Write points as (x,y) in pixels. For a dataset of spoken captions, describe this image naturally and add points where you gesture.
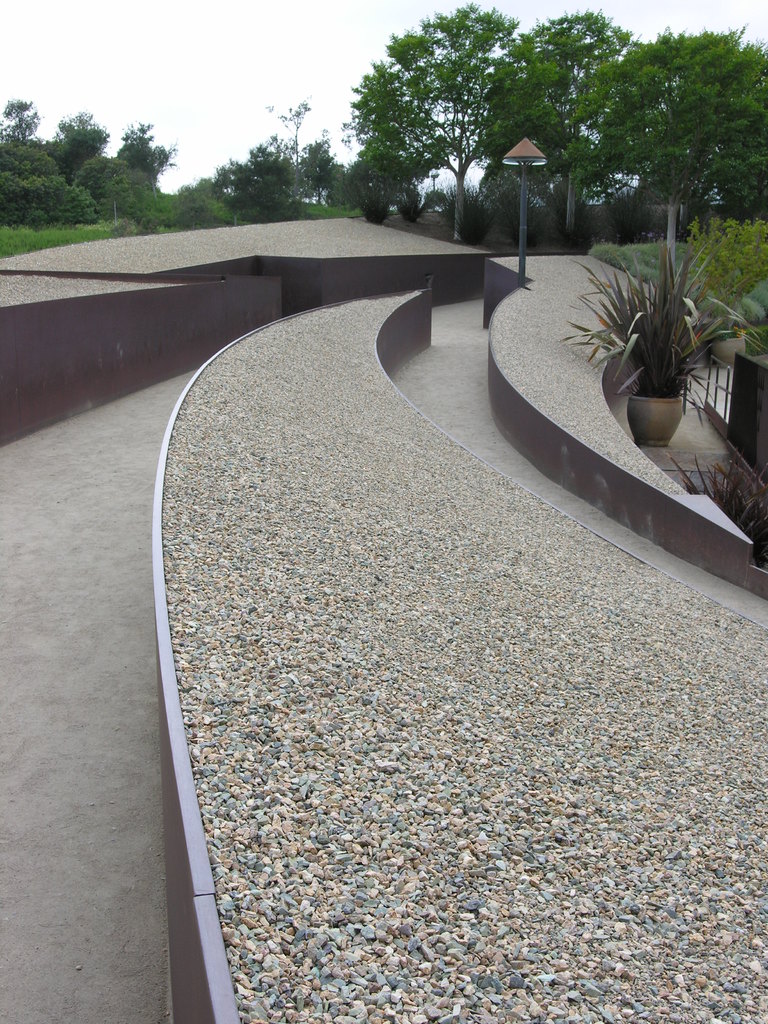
In this image I can see few plants (744,306) and trees (520,111) in green color and I can also see the lamp (540,161) attached to the pole (523,177). Background (64,58) the sky (180,73) is in white color.
